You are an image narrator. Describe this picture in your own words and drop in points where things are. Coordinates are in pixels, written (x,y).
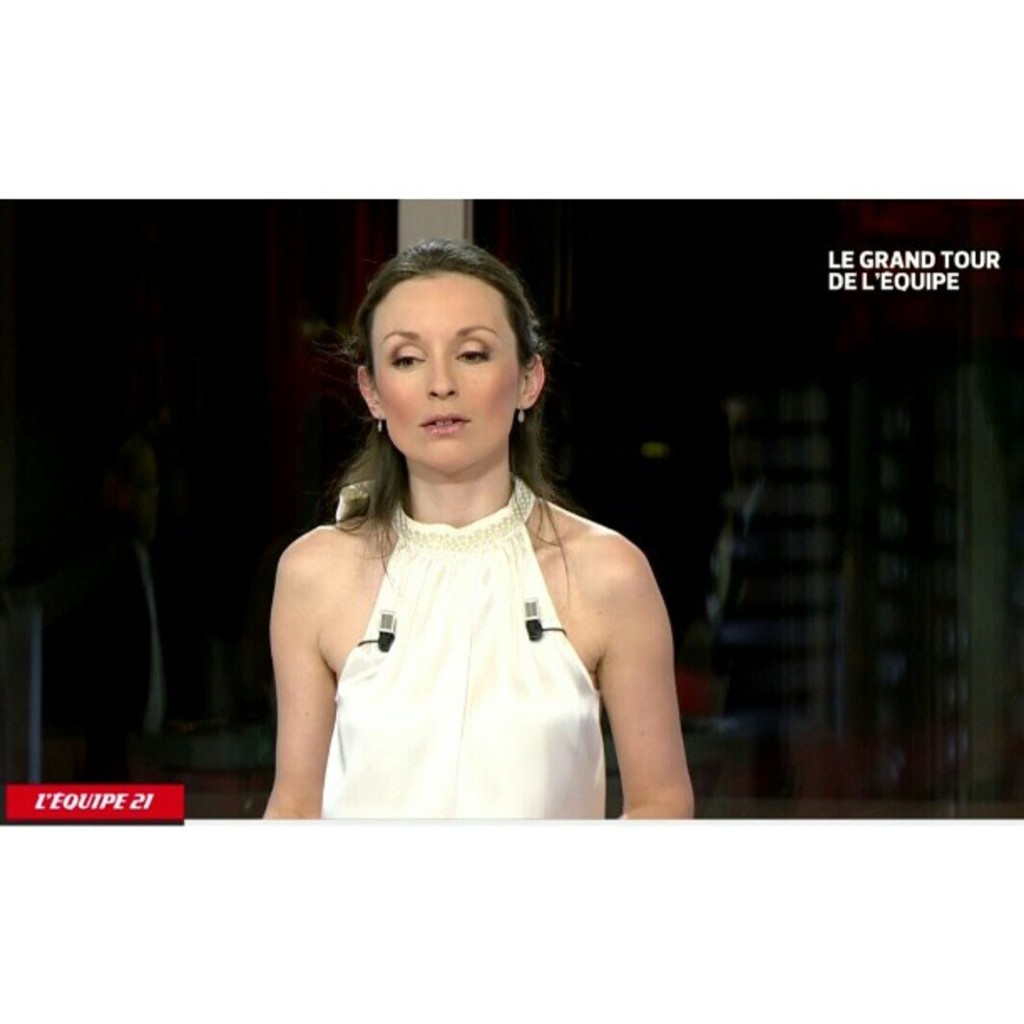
In this picture we can see a woman (349,746), at the back of her we can see some objects (229,728) and it is dark, in the top right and bottom left we can see some text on it.
